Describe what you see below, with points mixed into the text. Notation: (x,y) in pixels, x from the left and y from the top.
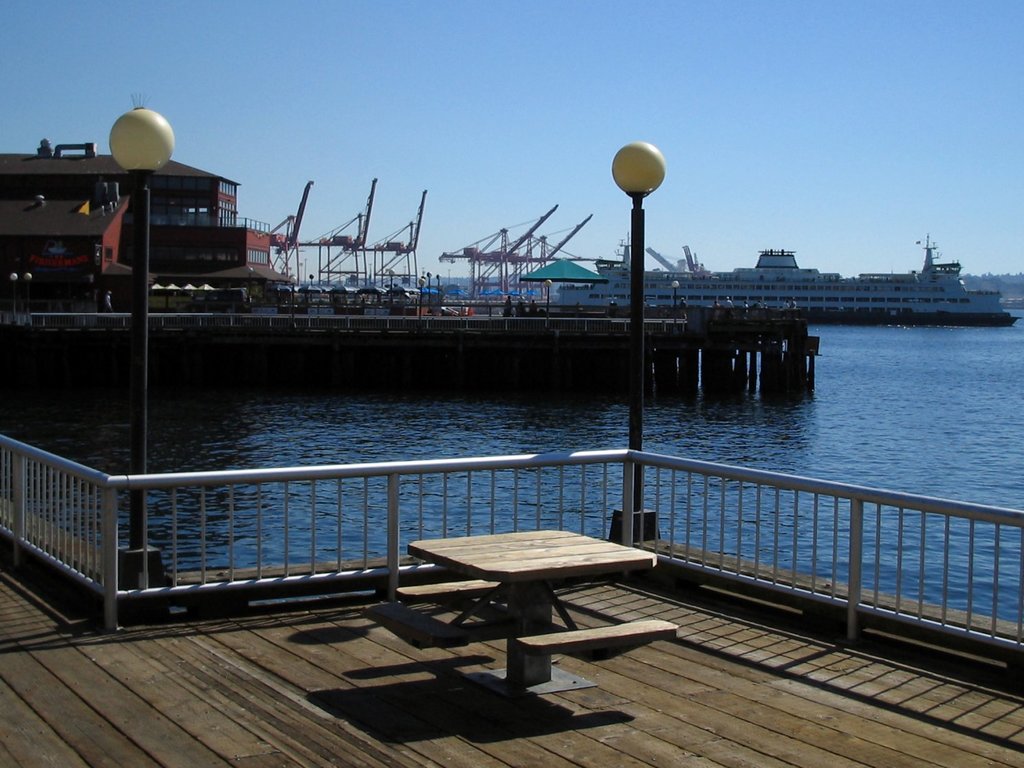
This image consists of a table (527,596) made up of wood (505,596). In the front (56,497), we can see a railing (814,505) and the poles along with the lamps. At the center (478,448), we can see the water (953,457). In the background (503,246), we can see the cranes (509,262) and a building (16,170). On the right (844,298), there is a ship (810,281). At the top (438,75), there is sky (444,64).
